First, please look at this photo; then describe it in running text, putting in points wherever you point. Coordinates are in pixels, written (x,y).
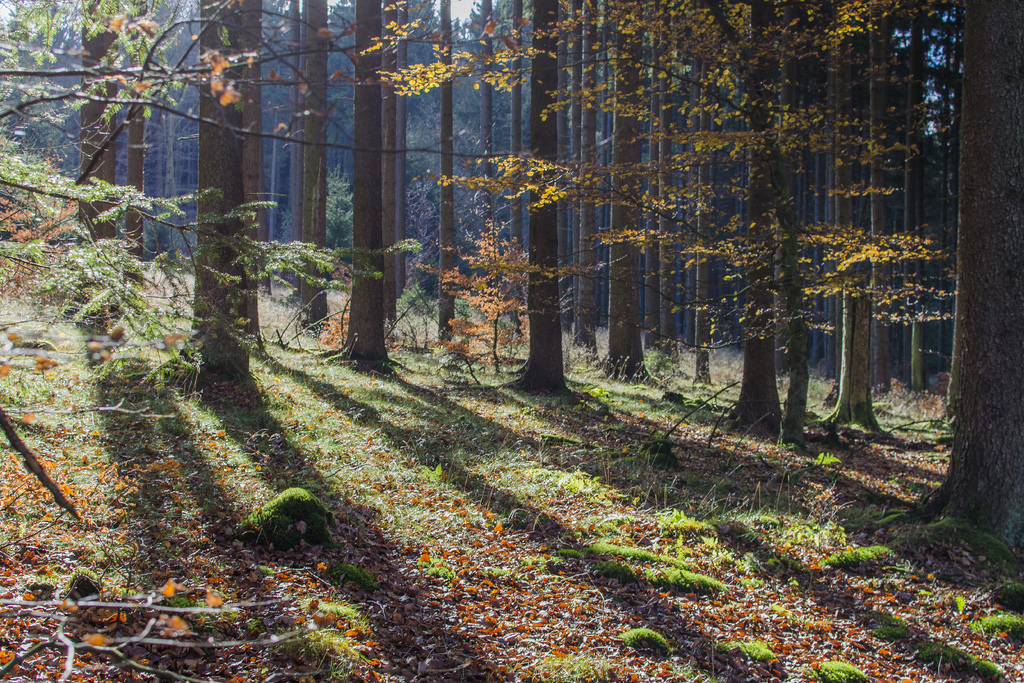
In this picture we can see some trees (228,164), at the bottom (456,650) there are some leaves (468,647) and grass (528,486).
